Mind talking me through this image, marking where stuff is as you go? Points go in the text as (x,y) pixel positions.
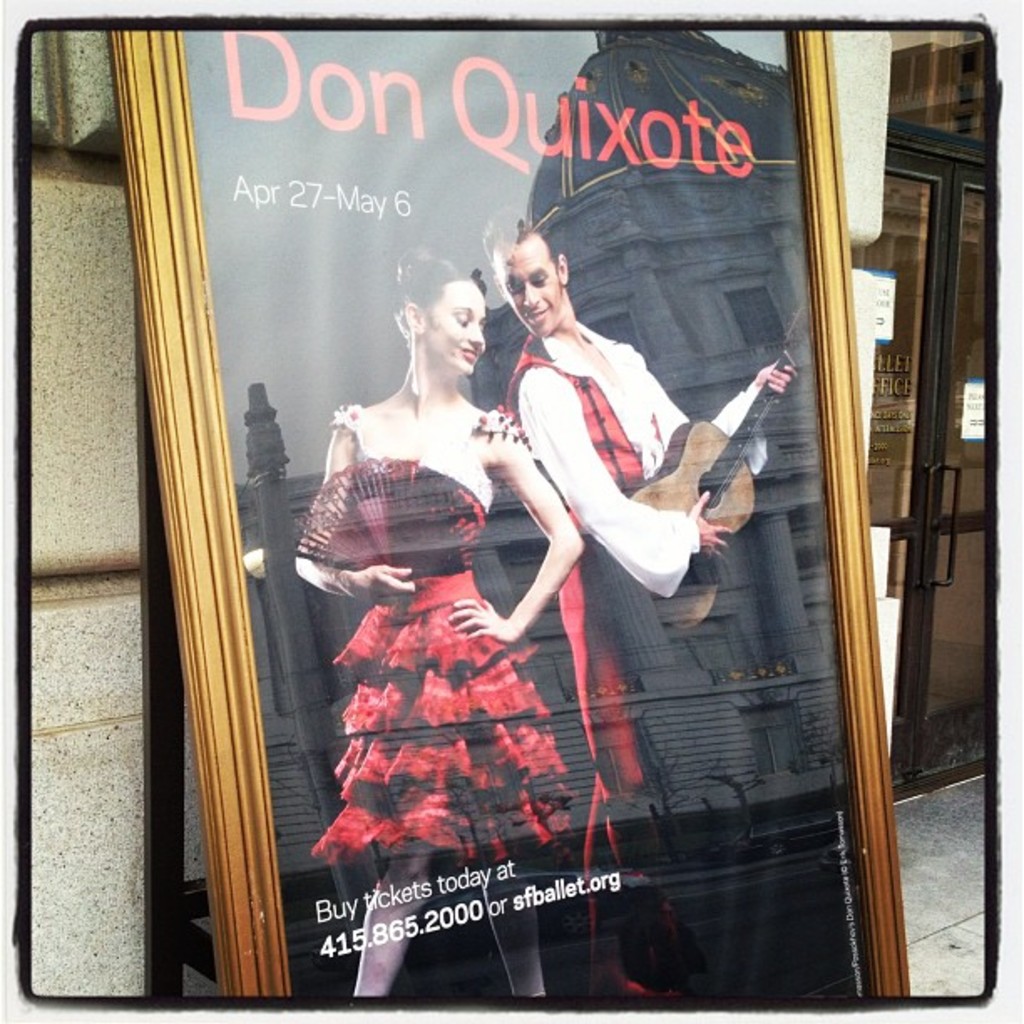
In this image there is a photo frame (561,671), one person (424,632) is holding an object (377,511), the other person (696,520) is holding a guitar (714,472), there is a wall (91,357) behind the photo frame (772,461), there is a door (912,385) on to the right side of the image (939,511).
